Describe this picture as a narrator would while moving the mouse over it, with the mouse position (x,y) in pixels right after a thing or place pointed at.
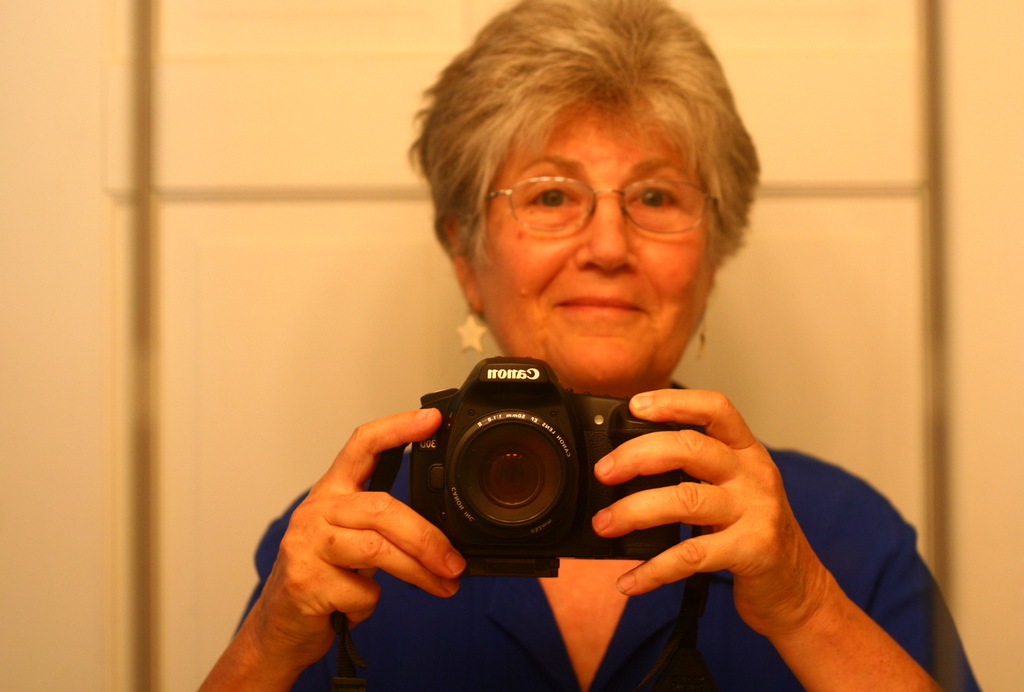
In the picture I can see a woman (820,551) wearing blue dress (727,603) is holding a camera (547,461) and the background (252,35) is in white color.
